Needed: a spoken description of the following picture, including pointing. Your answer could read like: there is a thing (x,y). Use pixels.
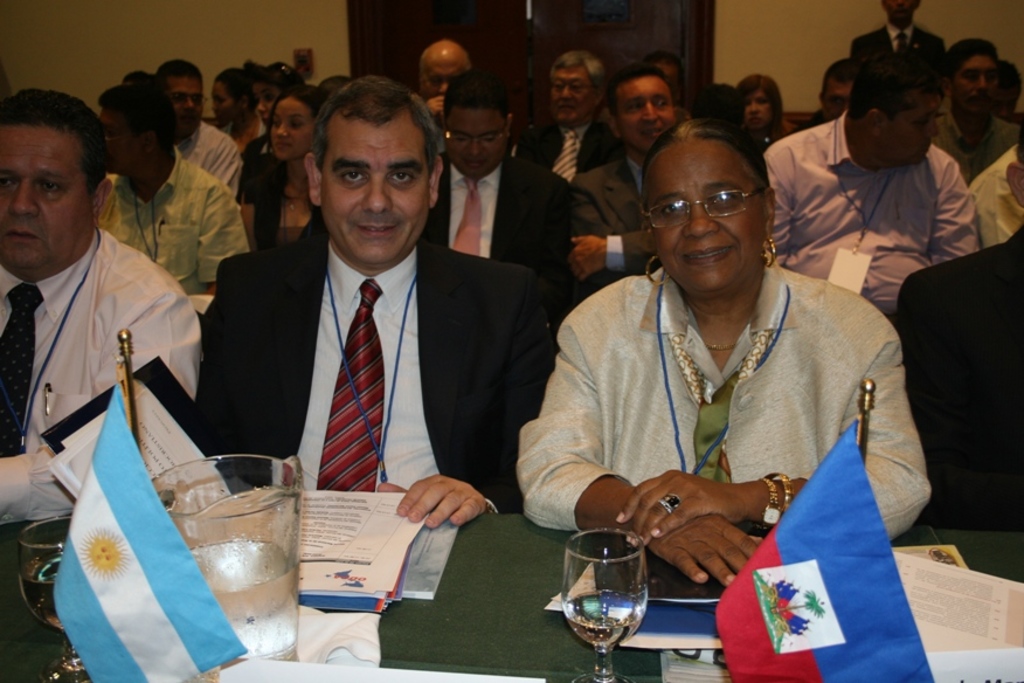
At the bottom of this image (638,648), there are flags (863,632), glasses (37,572) and documents (410,567) arranged on a table (456,560). In the background (870,80), there are persons (448,286), some of them are smiling, there is a person (872,47) standing, there are wooden doors (617,16) and a wall (70,14).
